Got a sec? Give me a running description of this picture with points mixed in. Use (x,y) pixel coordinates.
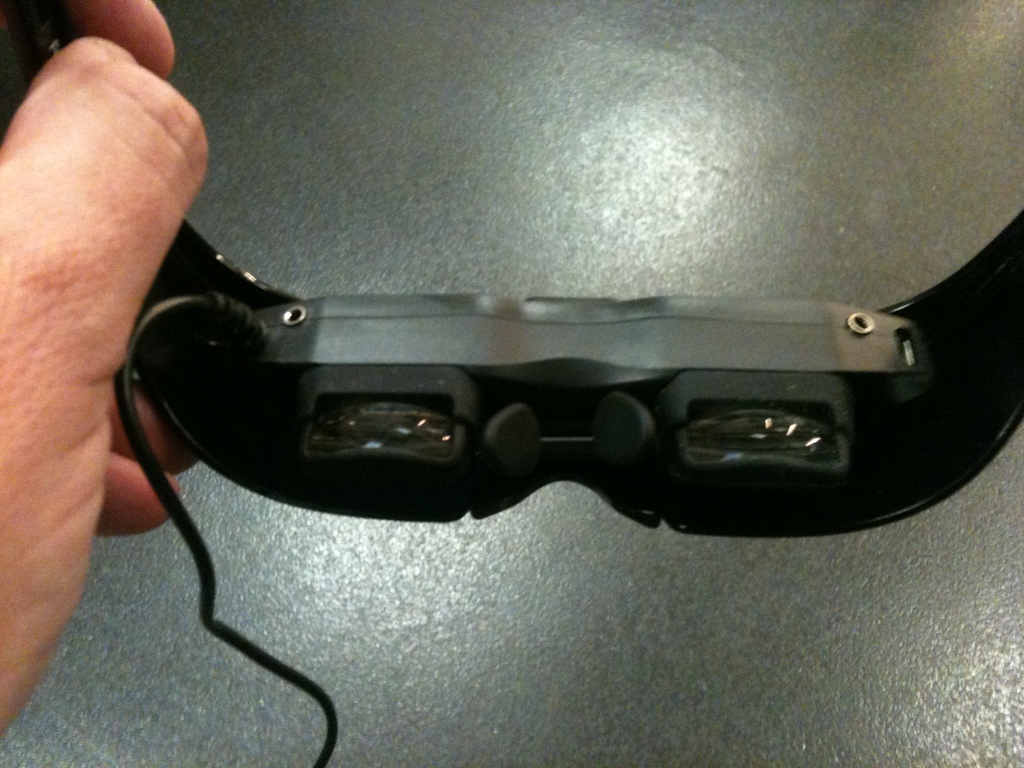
In this image we can see person's hand (76,378) holding goggles (542,452). At the bottom (628,627) there is floor (659,632).
